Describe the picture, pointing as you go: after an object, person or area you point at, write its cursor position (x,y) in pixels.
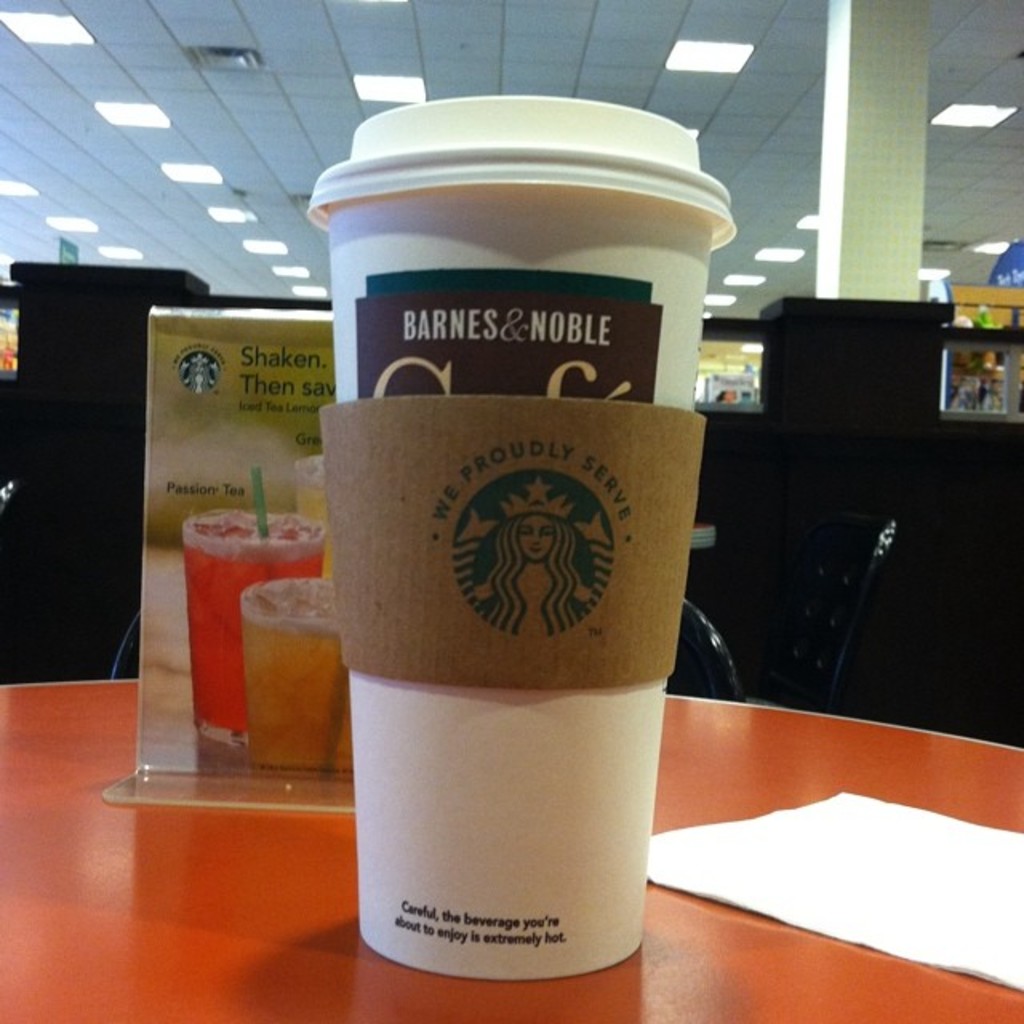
In this image there is a table (964,989) towards the bottom of the image (116,958), there are objects (332,694) on the table (664,819), there is a chair (693,671), there are objects (987,362) towards the right of the image (893,496), there are objects (6,364) towards the left of the image (64,313), there is a pillar (884,129) towards the top of the image (873,143), there is a roof (808,110) towards the top of the image (120,118), there are lights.
